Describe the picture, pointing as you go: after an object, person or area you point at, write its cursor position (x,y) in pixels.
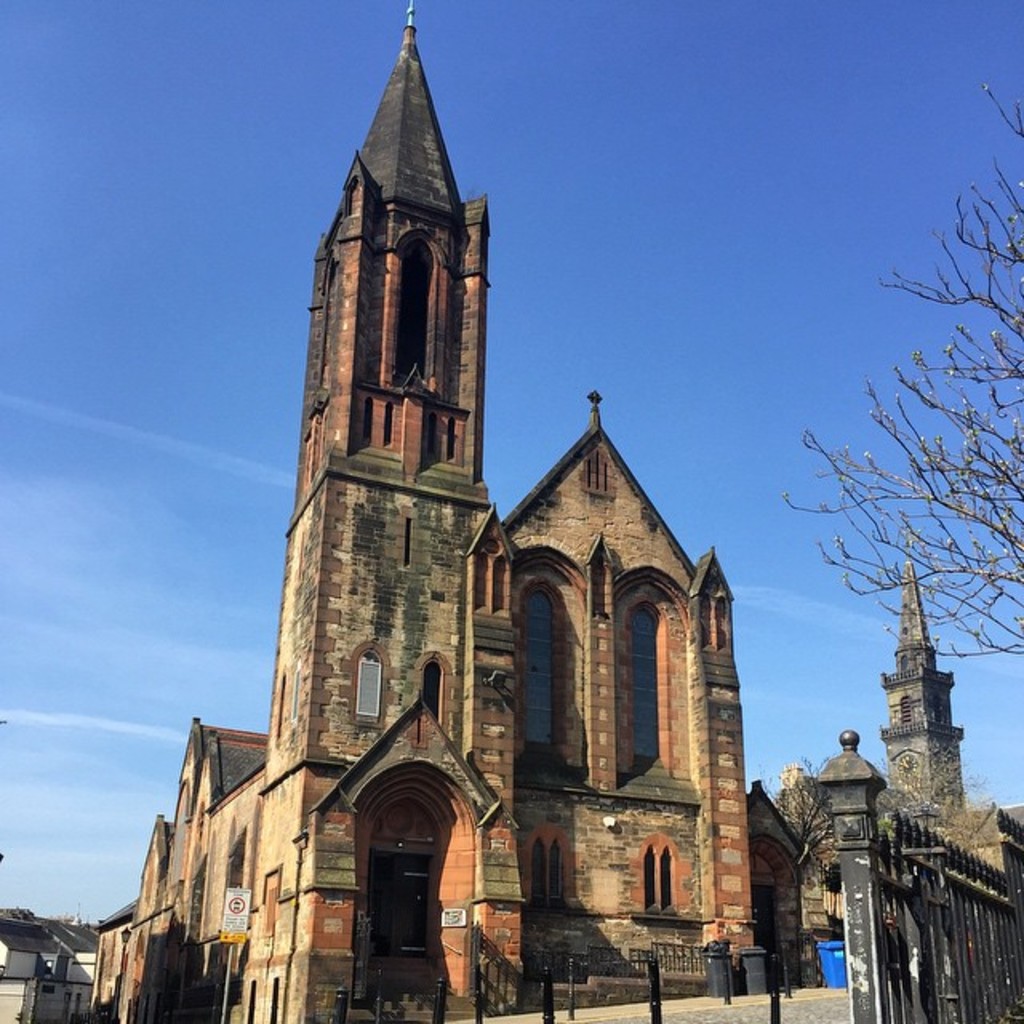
In the picture we can see a historical building (501,659) near it, we can see some small poles (773,992) on the path (790,1021) and opposite side of the building (710,896) we can see a railing (887,996) and beside the building (778,888) we can see some trees (778,813) and some old buildings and behind it we can see a sky (240,513).
